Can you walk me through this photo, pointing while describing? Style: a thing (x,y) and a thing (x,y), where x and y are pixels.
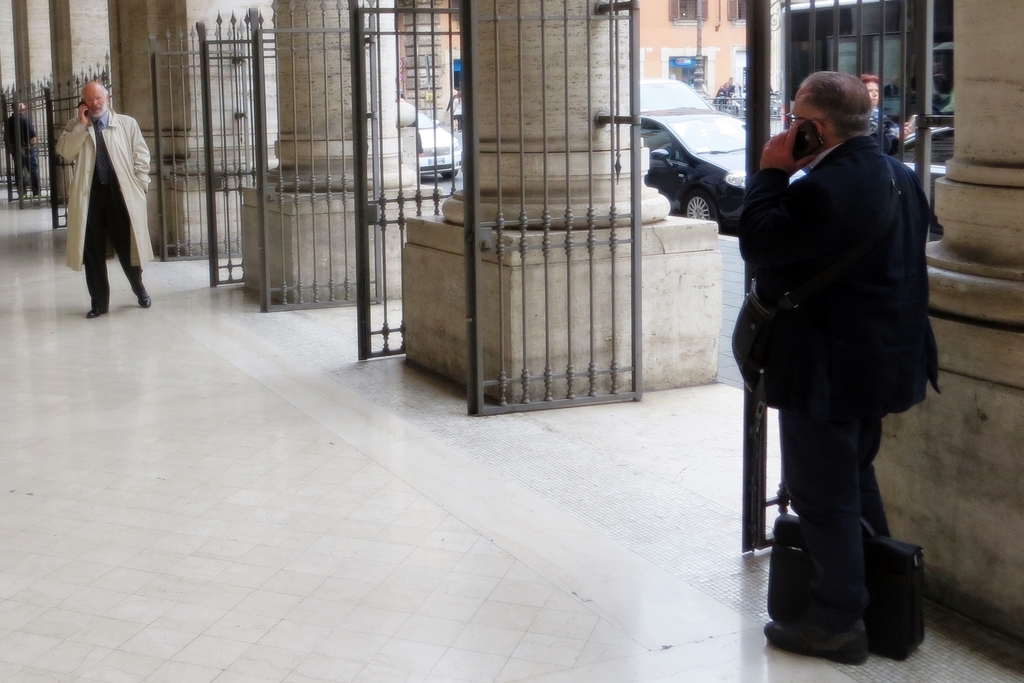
In this image there are two people (73,195) talking on cell phones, there is a bag (793,580) in between the legs (817,456) of a person (827,541), beside the person (805,248) there are metal grills (473,165) and pillars (532,285), beside the pillars (539,272) on the road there are vehicles (691,115) passing and there are pedestrians (891,142) walking, on the other side of the road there are buildings (713,63) and lamp posts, at the top left of the image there is a person (11,127) standing.
